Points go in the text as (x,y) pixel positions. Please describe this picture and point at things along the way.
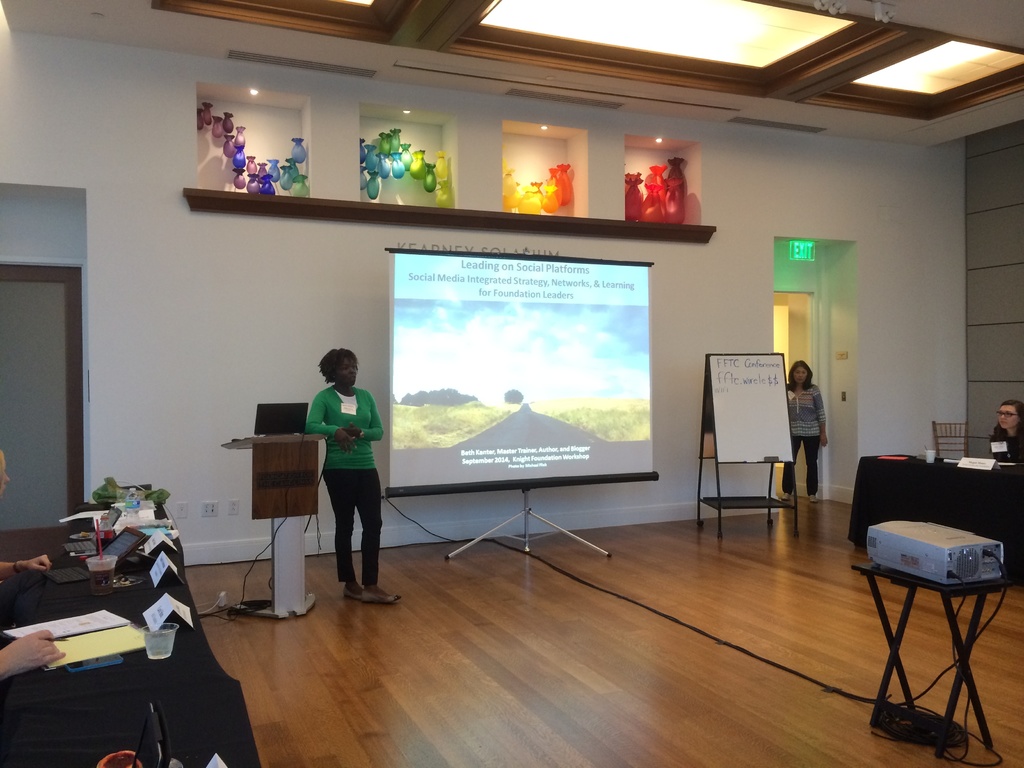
In this image I see few people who are sitting on chairs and there are tables (201,753) in front of them, on which there are few things (125,486) on it. I can also see 2 women (342,562) who are standing and there is a projector (997,573) on the stool (864,564). In the background (827,306) I see the projector screen (532,334), a board (763,453), wall (721,346), decoration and lights (975,53) on the ceiling (415,21).
